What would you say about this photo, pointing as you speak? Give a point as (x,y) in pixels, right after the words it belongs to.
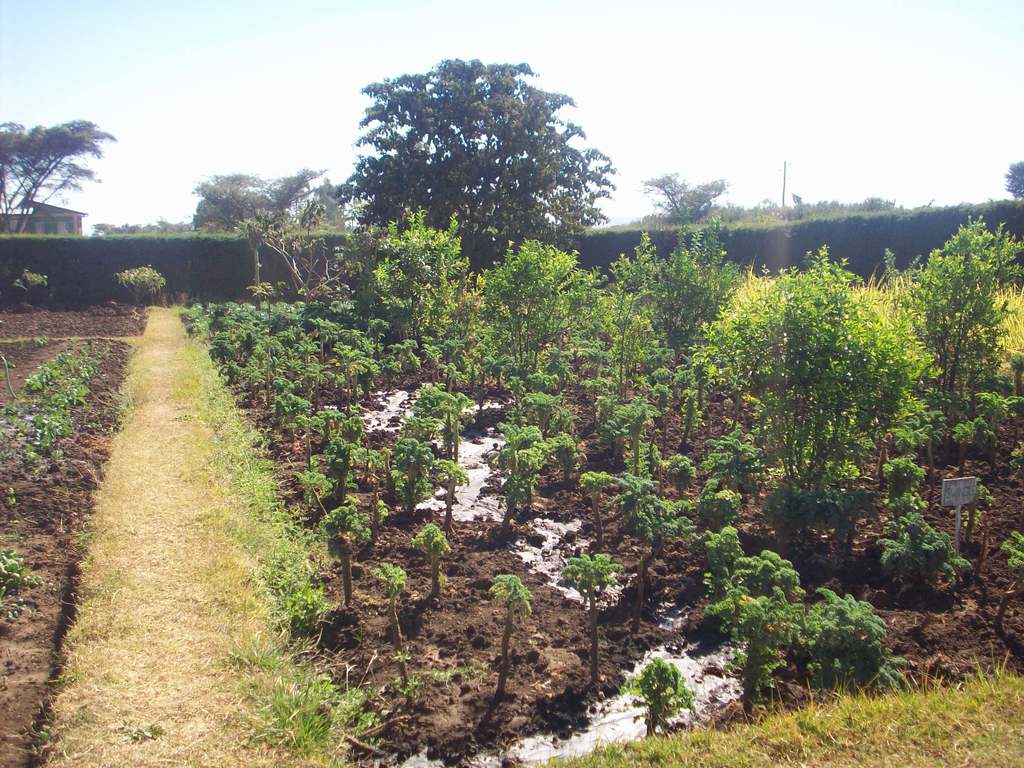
In the center of the image (364,334) there are plants (525,445). There is grass (214,481). In the background of the image (242,198) there are trees (522,132). At the top of the image (153,83) there is sky (190,68).
